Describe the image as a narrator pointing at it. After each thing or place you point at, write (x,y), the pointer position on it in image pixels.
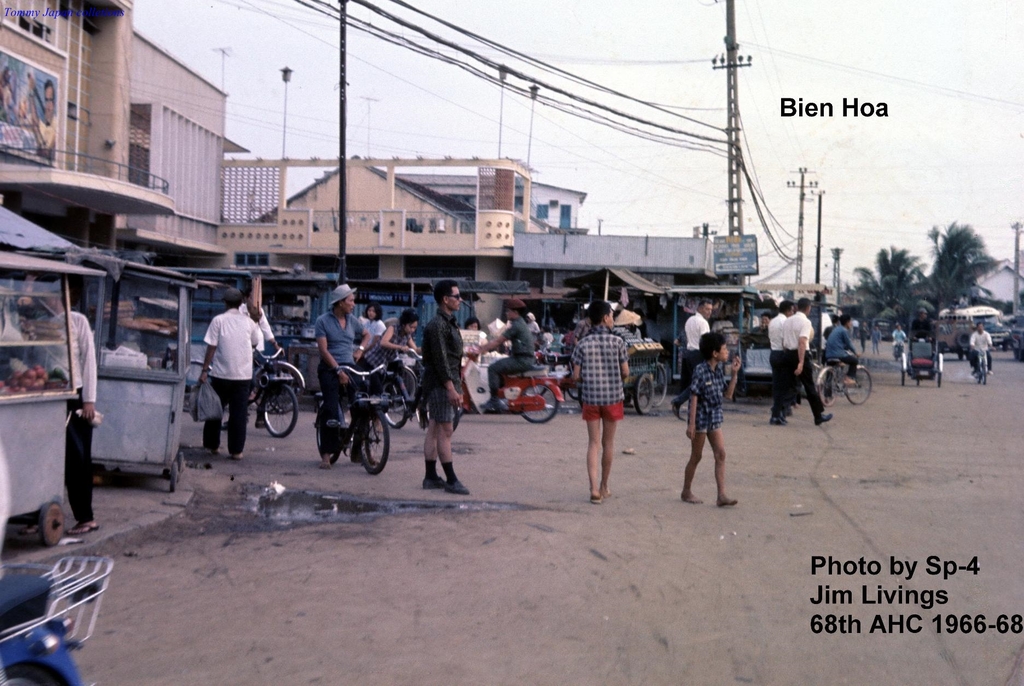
In this picture we can see a group of people (427,332) are walking on the path (352,491) and some people (342,384) are riding their bicycles (284,395). Behind the people (331,355) there are houses (311,220), electric poles (800,261) with cables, trees (896,280) and a sky (697,89). On the image there are watermarks (888,608).
